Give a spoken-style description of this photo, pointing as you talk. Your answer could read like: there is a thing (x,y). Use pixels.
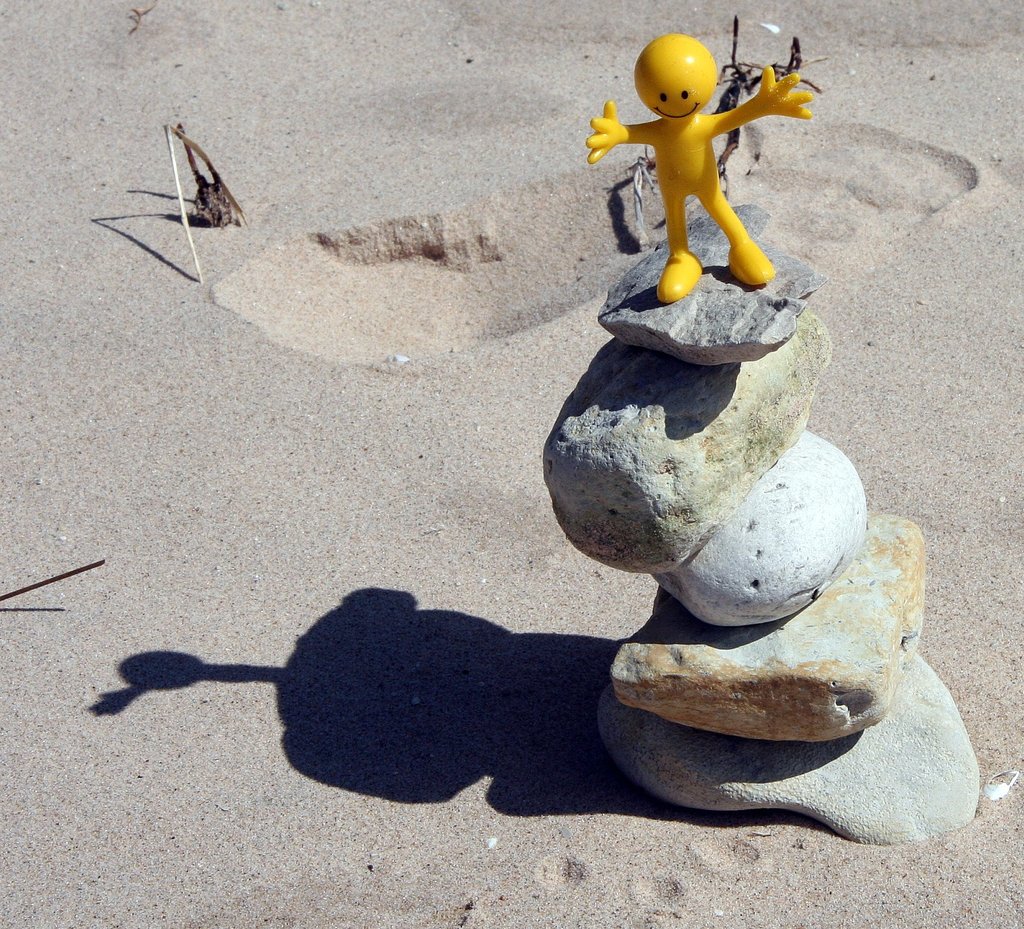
In this image we can see there are stones (701,392) and yellow toy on it, there is sand (36,504).
